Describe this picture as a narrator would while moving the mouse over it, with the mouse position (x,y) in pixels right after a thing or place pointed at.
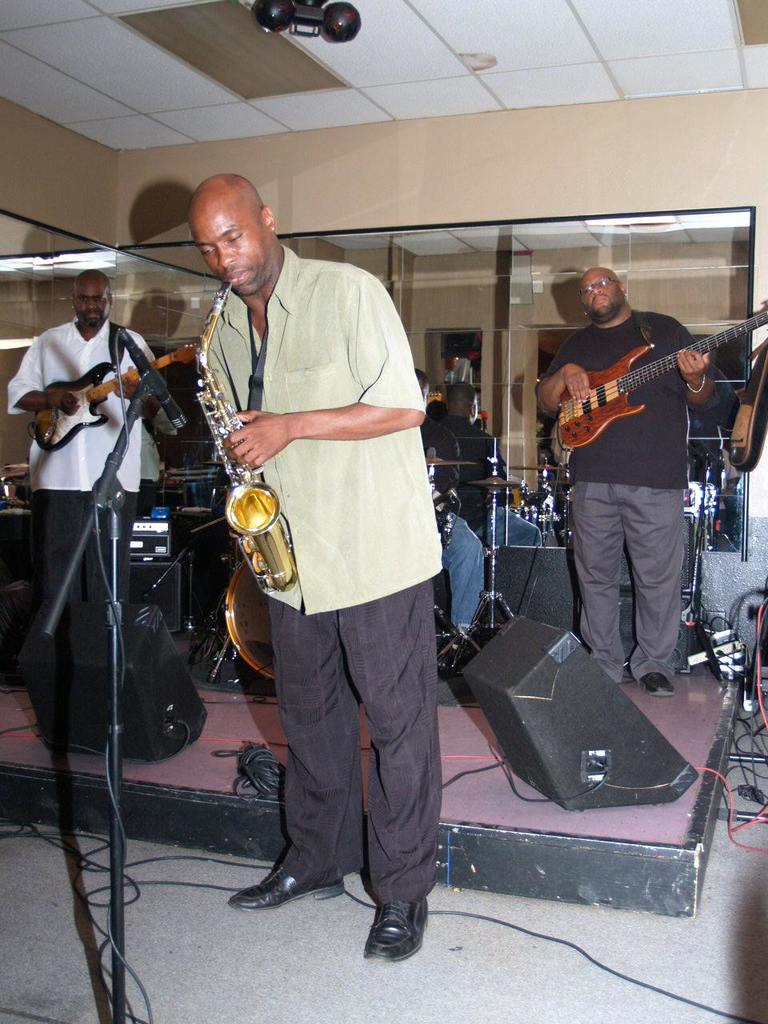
In this picture we can see some persons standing on the floor (476,892) and playing some musical instruments (633,385). And this is the mirror (463,278).
